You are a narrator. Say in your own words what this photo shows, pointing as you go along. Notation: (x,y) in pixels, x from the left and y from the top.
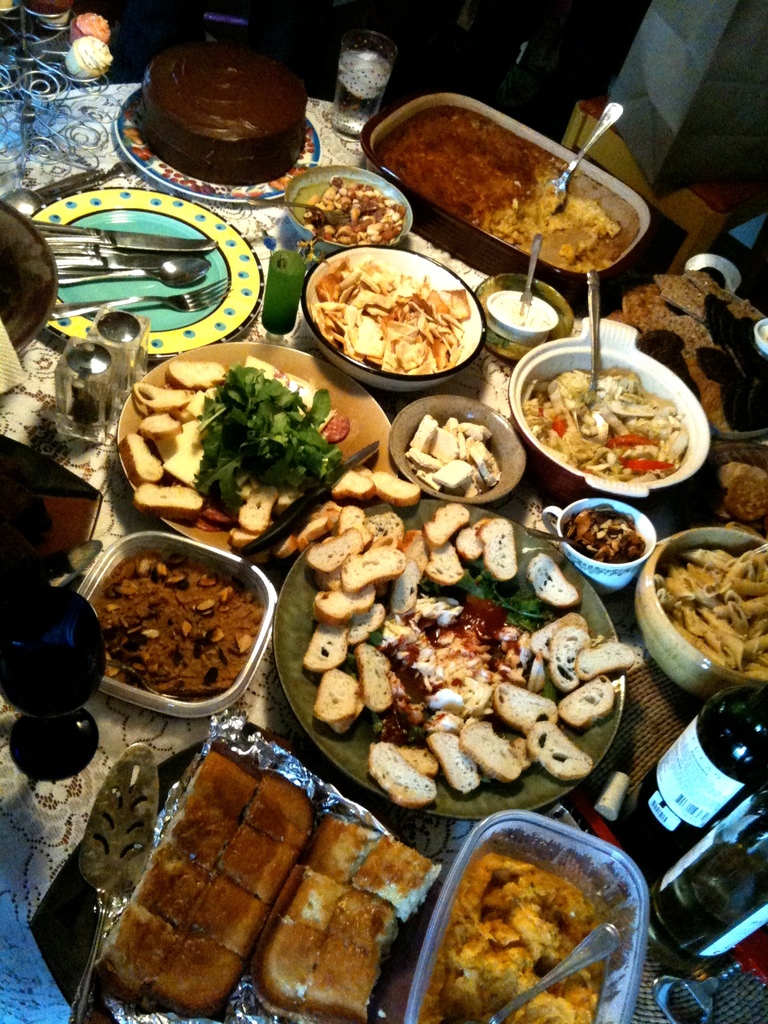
There are food items (526,674), bottles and spoons (198,278) in the foreground area of the image (377,479).
